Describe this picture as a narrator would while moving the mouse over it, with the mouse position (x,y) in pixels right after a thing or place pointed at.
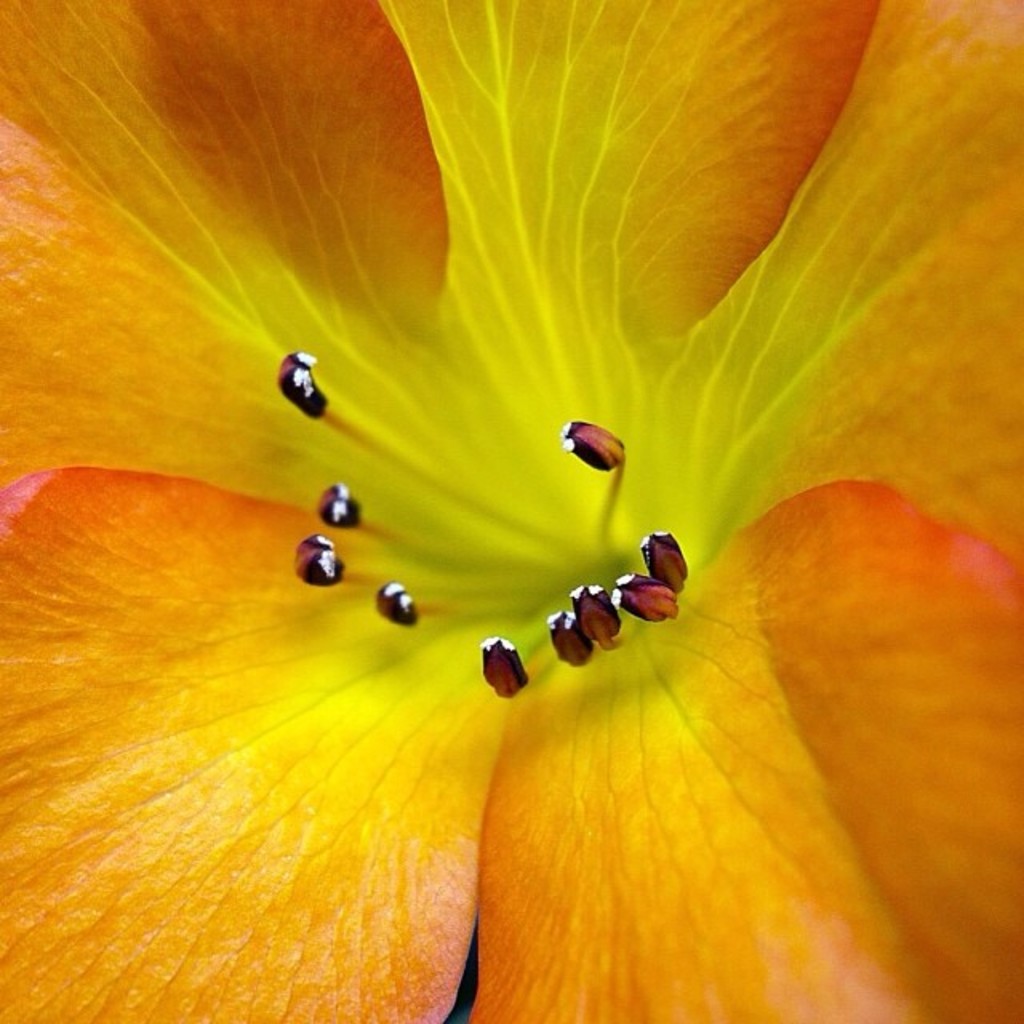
In this image there is a flower (580,552).
